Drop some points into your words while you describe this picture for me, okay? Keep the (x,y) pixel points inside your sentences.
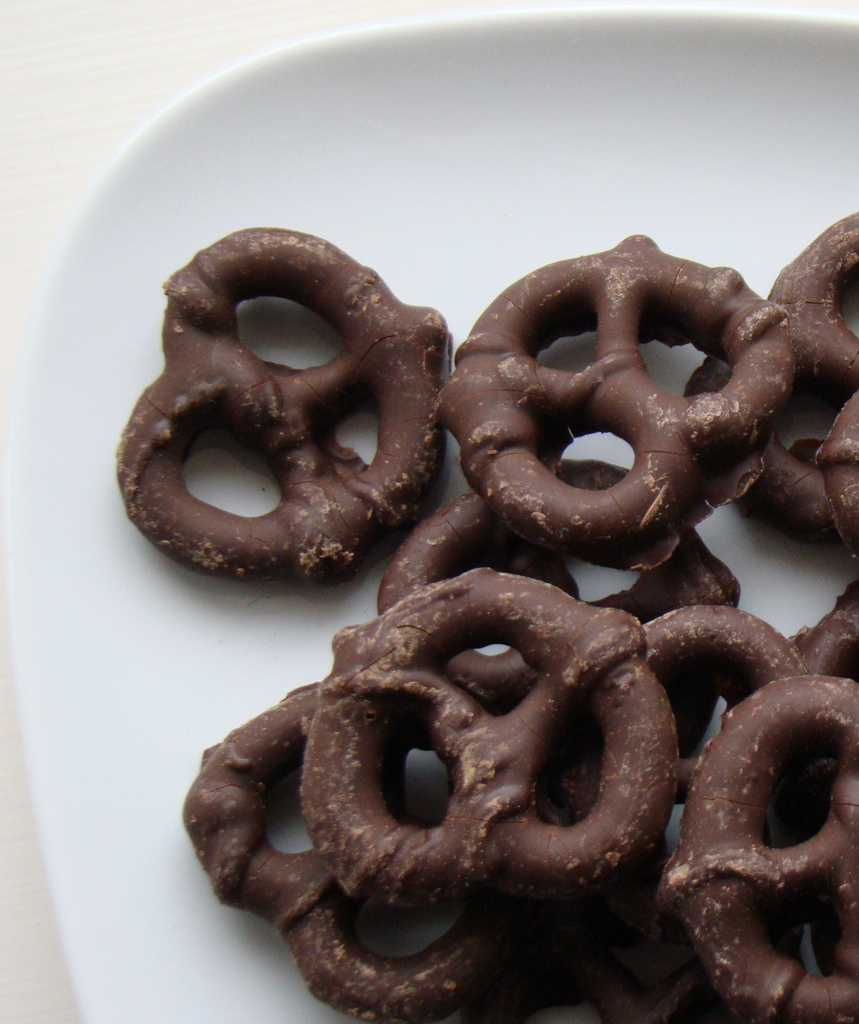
In this image I can see a white color plate (83,559) which consists of some snacks (537,433) in it which are in brown color.
